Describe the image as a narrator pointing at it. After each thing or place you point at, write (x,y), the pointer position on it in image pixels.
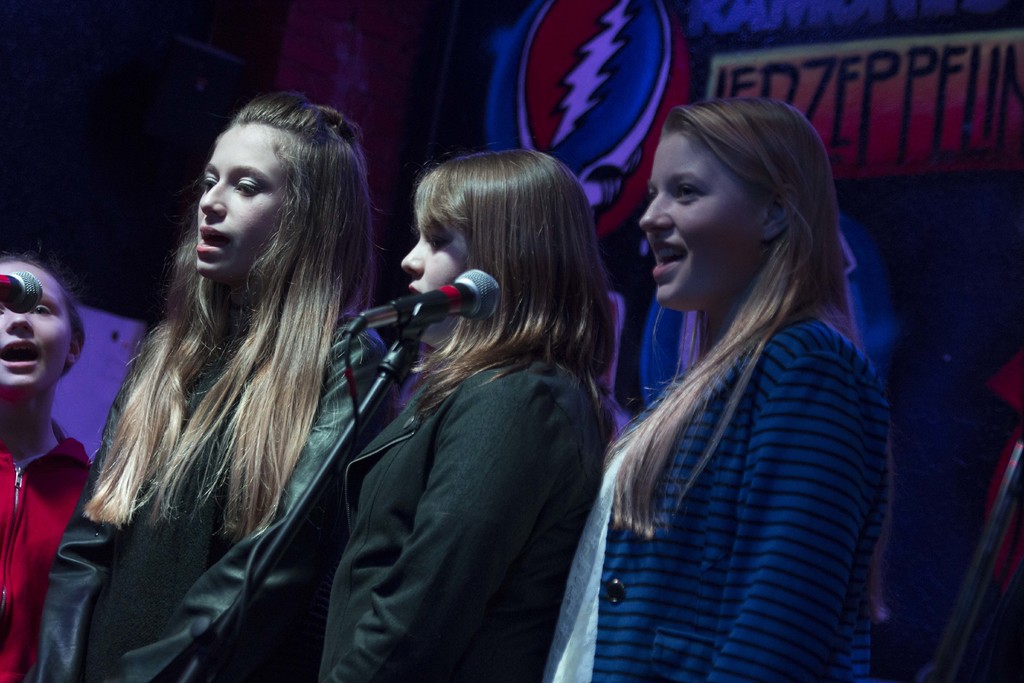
In the image there are four girls (485,260) standing and singing a song. Behind the girls (272,408) there is a banner (863,322).
